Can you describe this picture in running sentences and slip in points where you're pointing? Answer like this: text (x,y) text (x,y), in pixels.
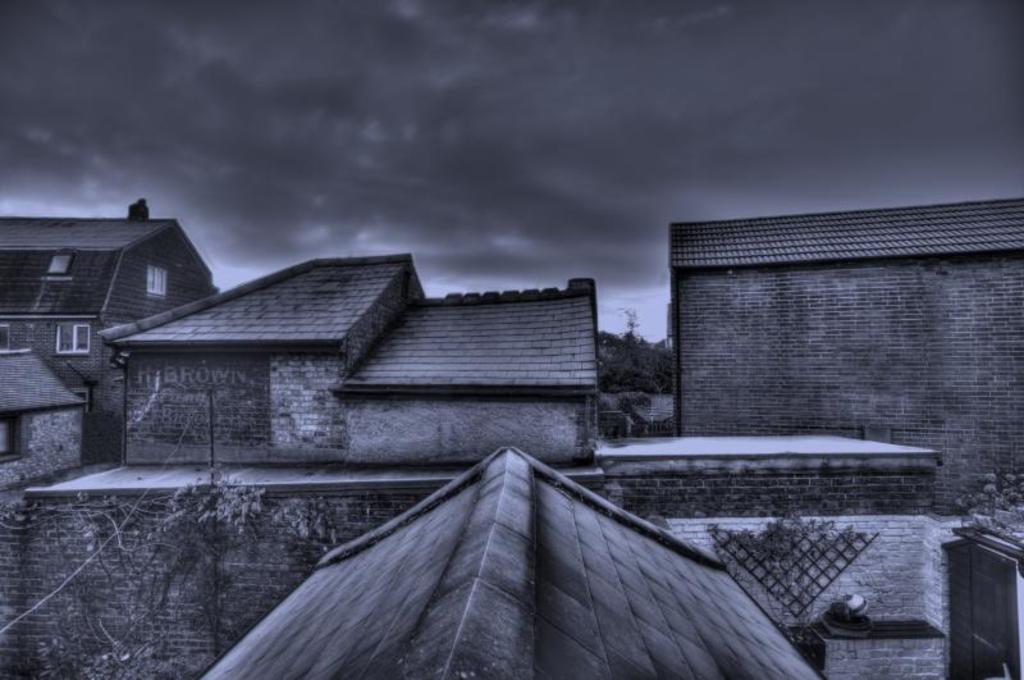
This is a black and white image. There are a few houses (242,405), trees (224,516) and a pole (211,403) with a wire (54,592). We can also see the sky (620,233) with clouds (582,46). We can also see some objects (994,536) on the right (1015,541). We can also see some text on the wall (225,389).
